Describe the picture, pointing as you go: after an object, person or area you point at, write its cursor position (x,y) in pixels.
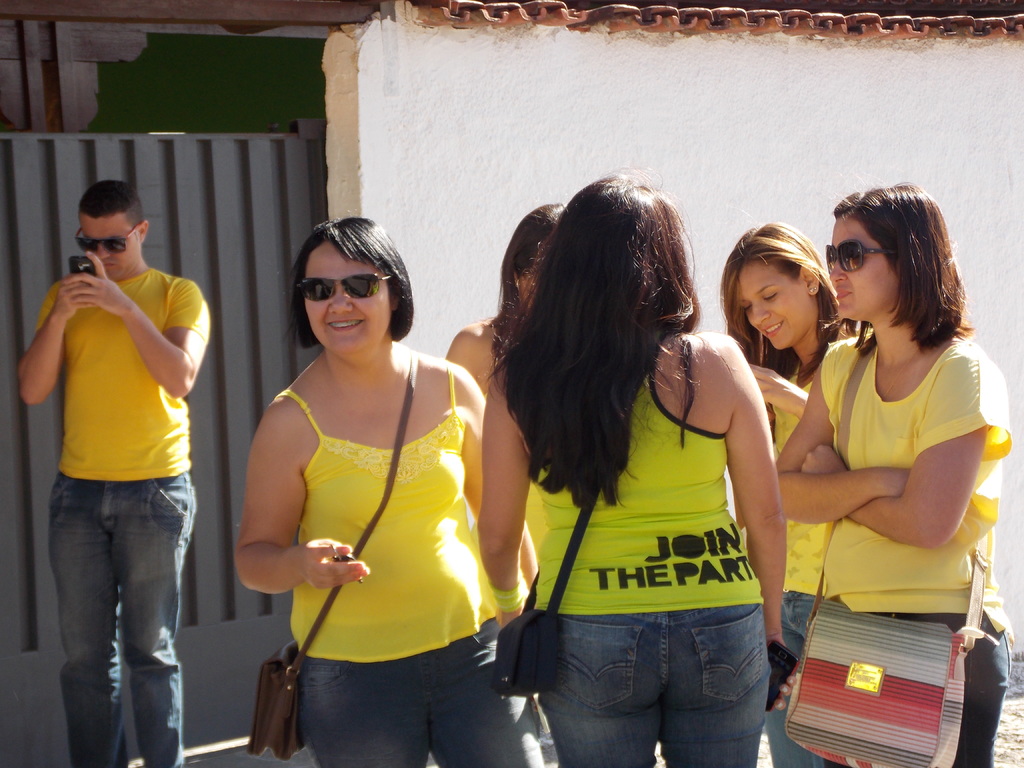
In this picture I can see group of people (364,471) standing, there is a person (183,306) holding an object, and in the background (520,119) there is a wall (376,175) and a gate (270,190).
